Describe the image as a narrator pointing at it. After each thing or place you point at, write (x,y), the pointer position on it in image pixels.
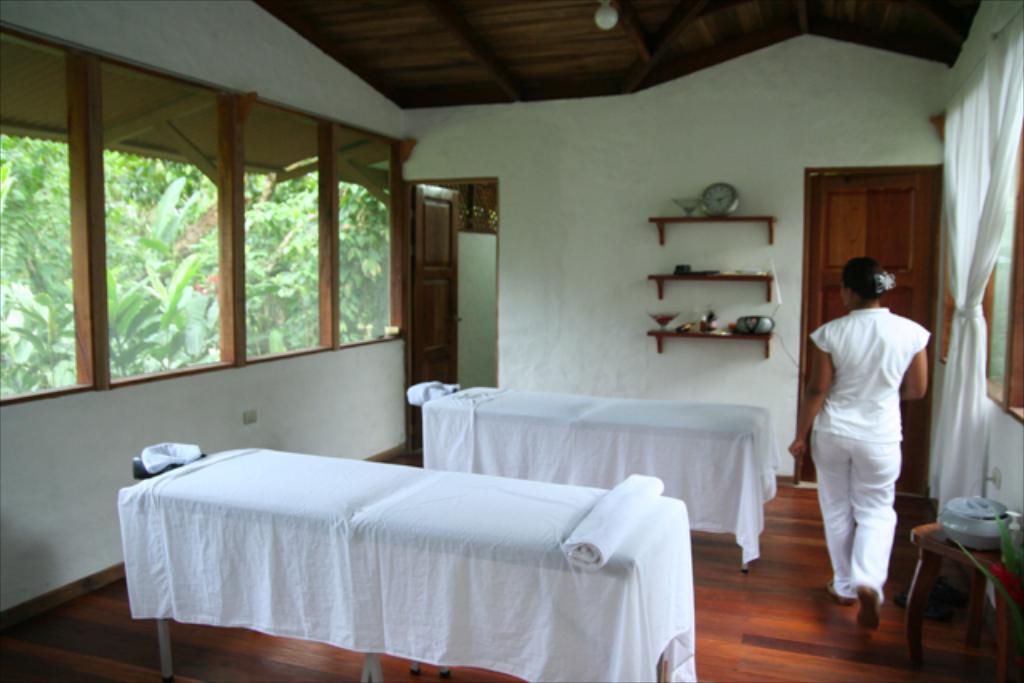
This image is clicked in a massage room (521,394) where on the left side (281,282) we can see Windows (237,272) and through that Windows (65,239) there are some trees (46,284). In the middle (420,376) there is a door (418,334) and there are three wooden racks (704,218) on the first rack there is a watch (714,210) in the third rack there is a bowl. Beside that there is a door (811,223). On the right side (979,114) there are curtains (973,187) and Windows (1002,334) and a table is placed in the bottom right corner (921,593). there is a bowl (977,516) on that. There is a woman (818,420) on the right side (818,420), she is walking, she's with white dress (900,371). there are two beds (458,430) in this image, White cloth (419,617) is placed on the beds (674,477). There is light (604,18) on the top (613,8).
